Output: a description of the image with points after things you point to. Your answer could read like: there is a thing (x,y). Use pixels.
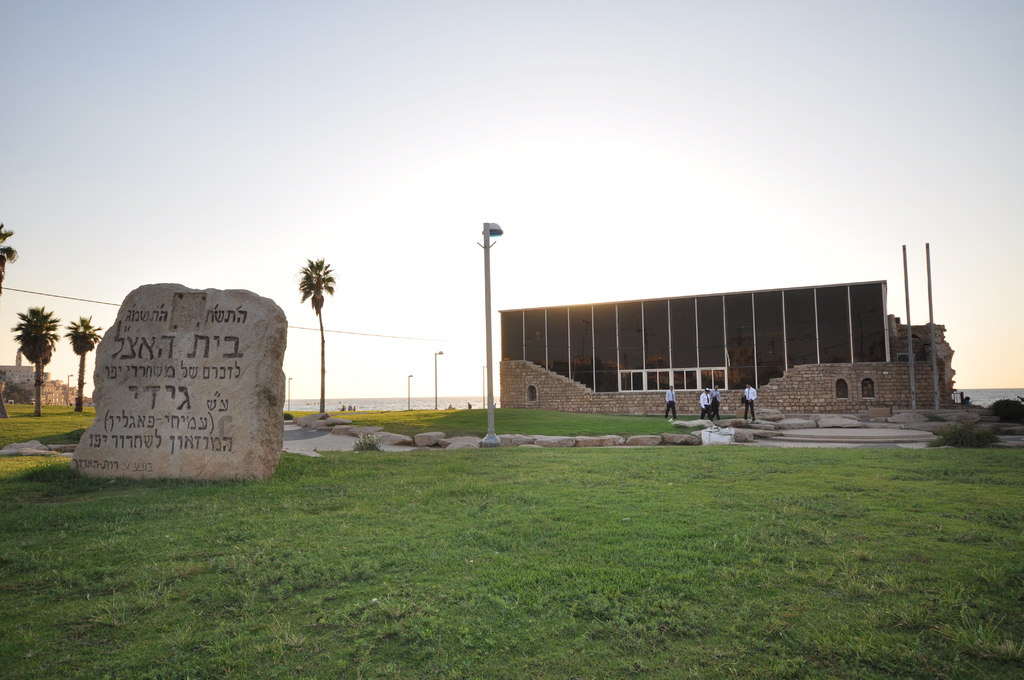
In this image, we can see some poles (491,391) and trees (53,322). There is a stone (112,400) on the left side of the image (112,400). There is a building (736,313) in the middle of the image (626,342). There is a sky (489,55) at the top of the image (448,30).
